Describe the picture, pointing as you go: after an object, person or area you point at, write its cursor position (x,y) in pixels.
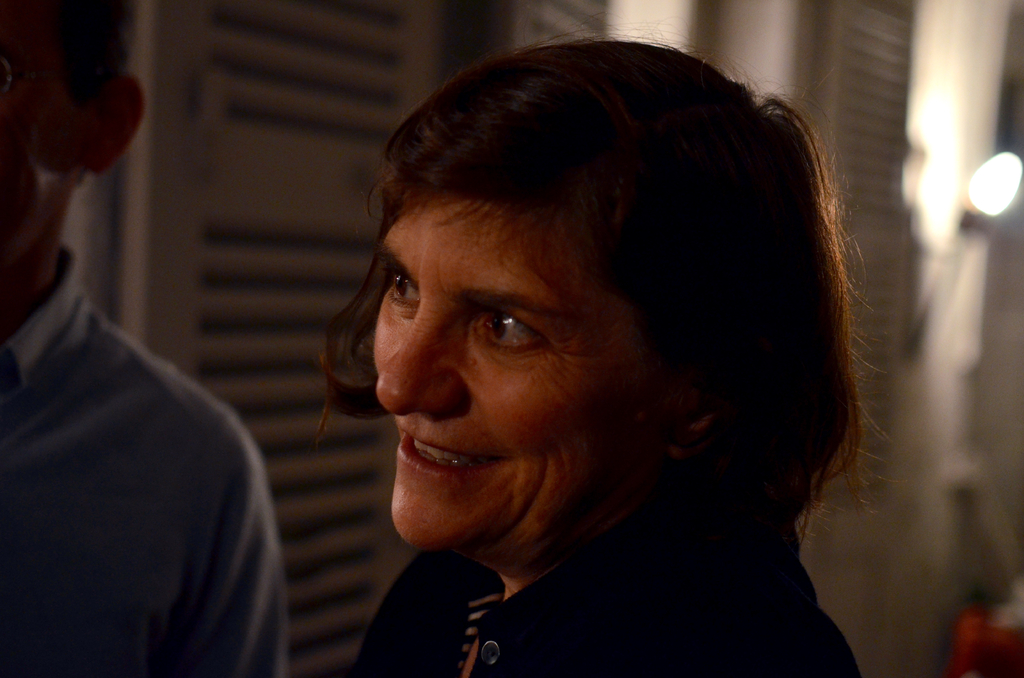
In this image, I can see the woman (644,485) smiling. On the left side of the image (154,554), I can see another person (100,411) standing. In the background (283,308), I think these are the doors (813,51).
